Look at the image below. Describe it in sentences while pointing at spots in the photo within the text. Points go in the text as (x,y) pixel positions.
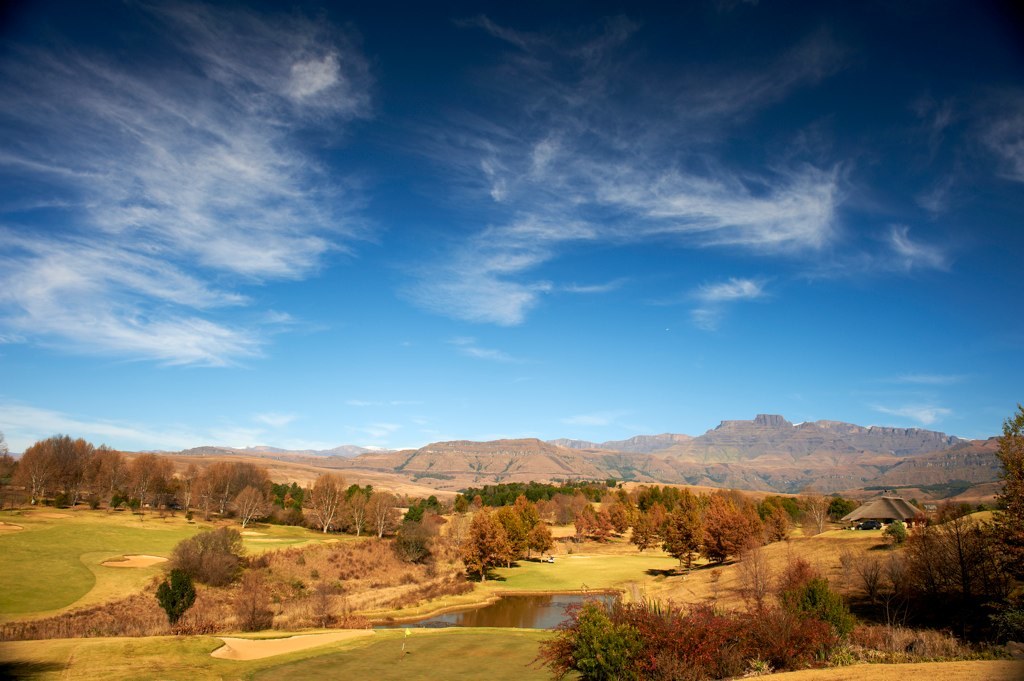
In the center of the image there is water (515,613) and we can see trees (523,533). In the background (509,466) there are hills (569,439) and sky (621,287).
